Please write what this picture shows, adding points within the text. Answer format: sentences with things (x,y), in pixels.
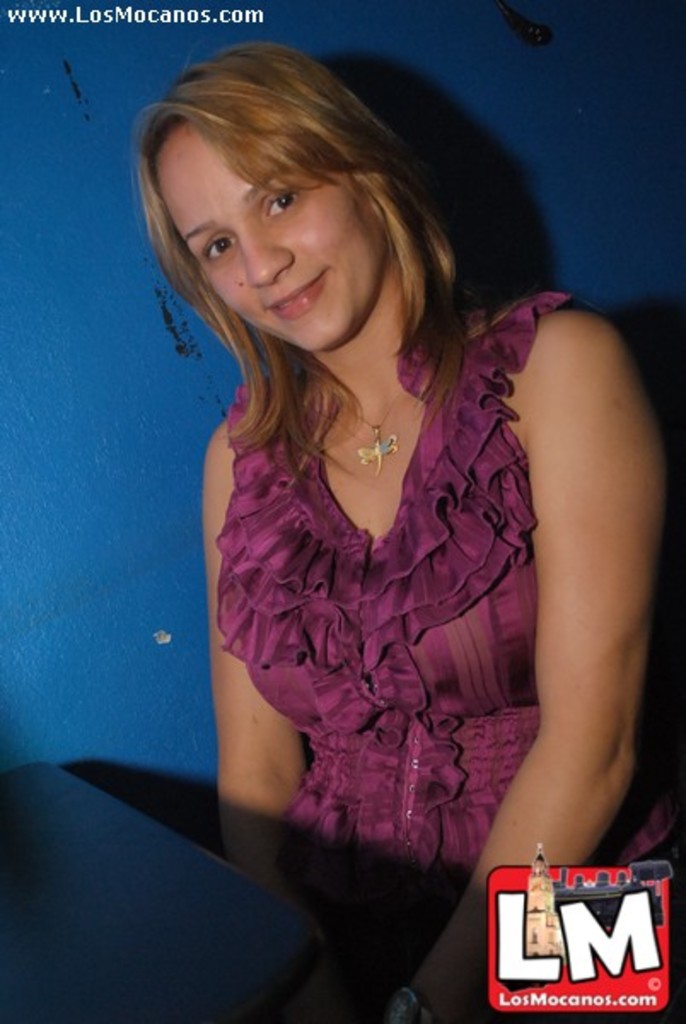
There is a lady (263,161) in the center of the image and there is a text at the top side (187,13).
